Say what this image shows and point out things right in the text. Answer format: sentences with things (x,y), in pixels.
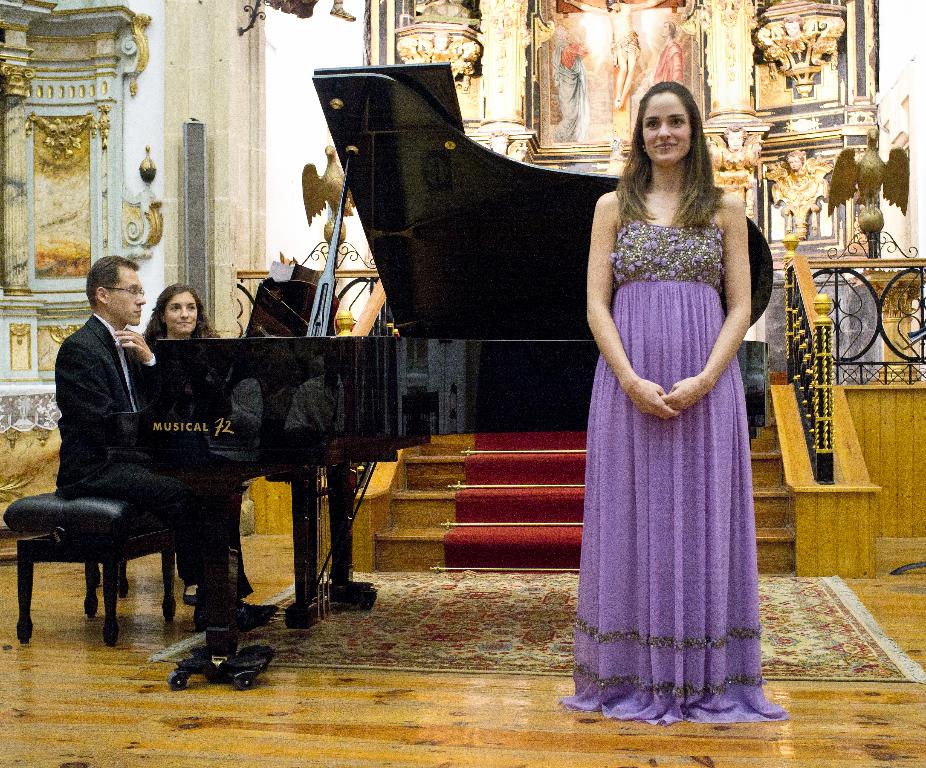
In this image there is a women (662,329) with purple color dress (685,303) is standing and at the left side of the image (82,466) two persons (93,429) are sitting behind the piano (167,365) and at the back side (565,93) there is a painting (548,102) and at the back side of the piano (412,386) there is a staircase (492,452) and at the right side of the image (893,200) and left side of the image (305,200) there is a statue of eagle (873,154).
